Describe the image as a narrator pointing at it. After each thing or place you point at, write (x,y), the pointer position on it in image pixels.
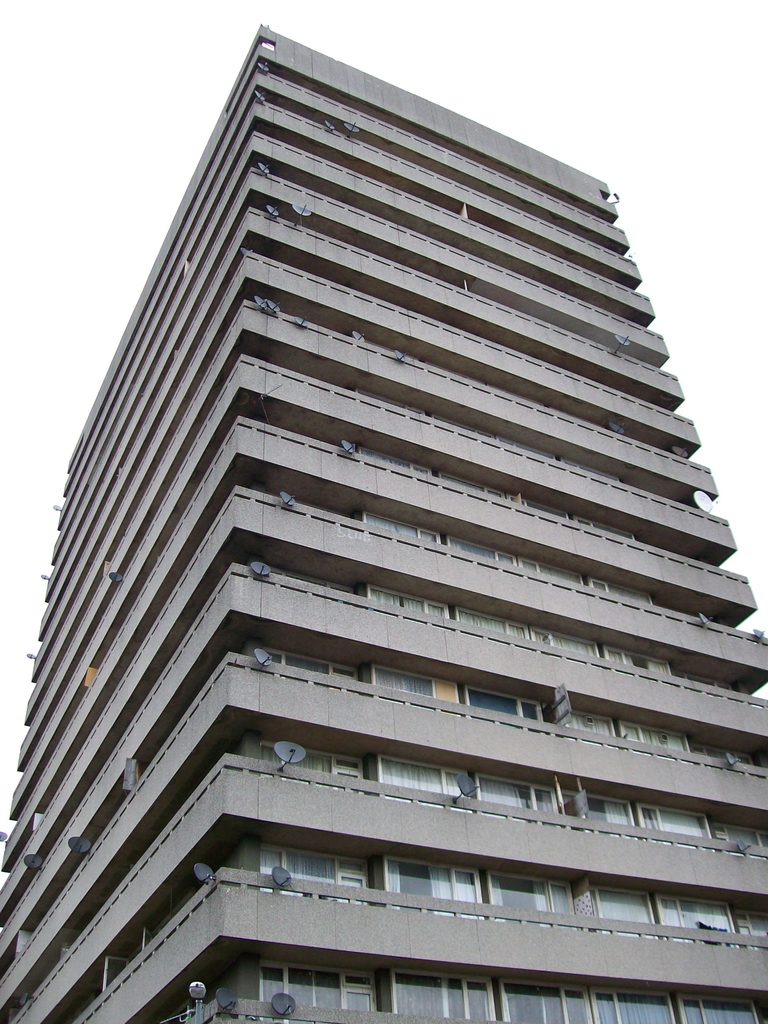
In this picture we can observe a tall building (341,530). There are more number of floors (366,789) in this building (302,625). In the background (98,168) there is a sky (410,85).
